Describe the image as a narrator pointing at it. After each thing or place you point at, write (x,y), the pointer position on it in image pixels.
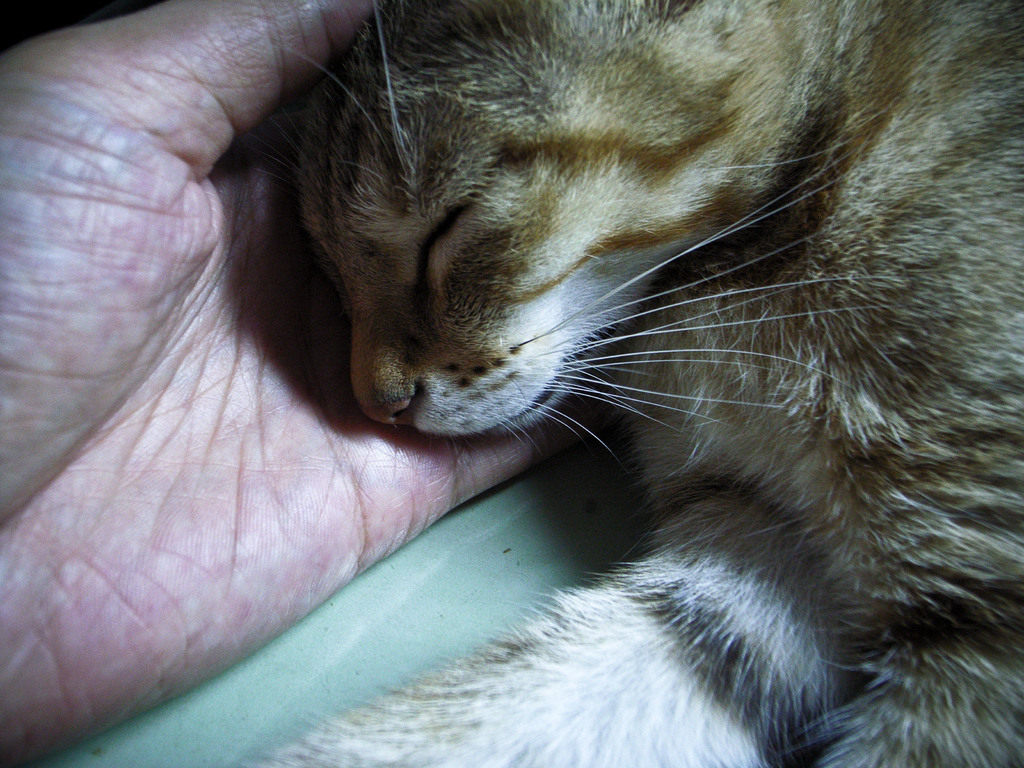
In the picture we can see a cat (571,630) sleeping in the hand (154,454) of a person (226,369).
